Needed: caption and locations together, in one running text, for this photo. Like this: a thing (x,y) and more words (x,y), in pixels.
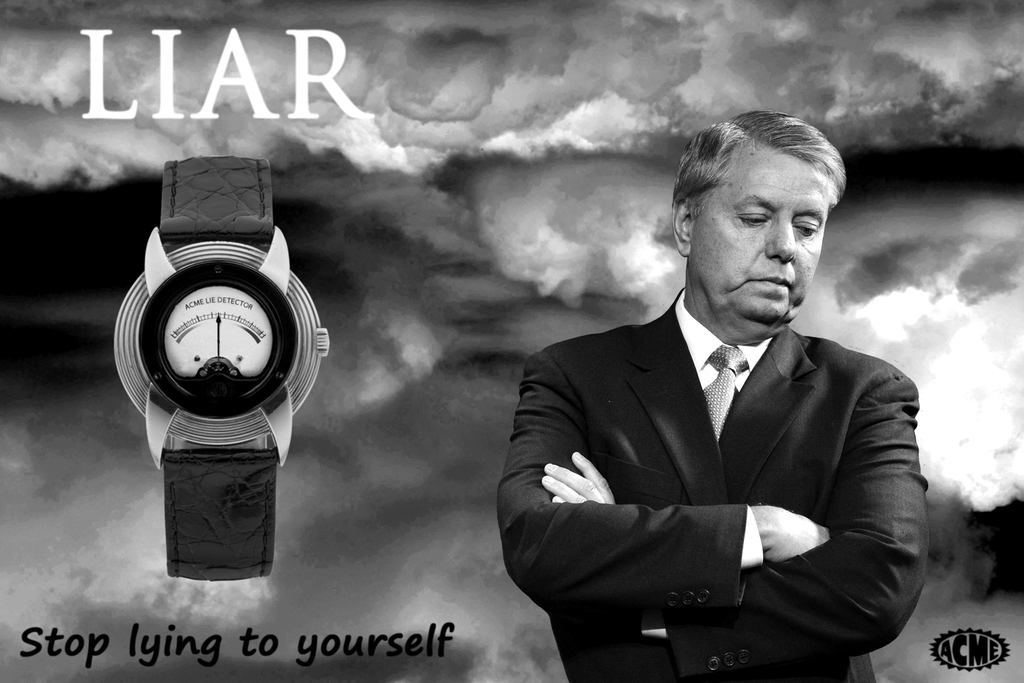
In this picture we can see man (886,559) wore a blazer (697,427), tie (727,383) and beside to him we can see a watch (246,498) and some text (393,645) and in the background (447,191) we can see clouds (912,142).
